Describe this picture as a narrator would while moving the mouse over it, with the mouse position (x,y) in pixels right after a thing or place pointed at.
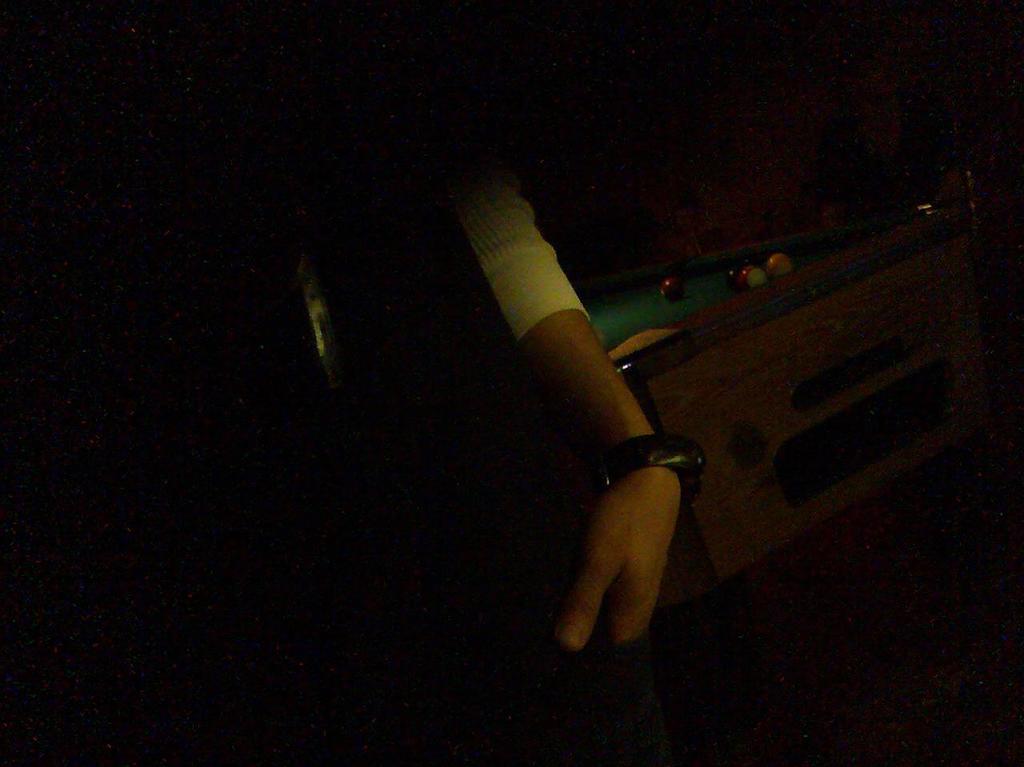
We can see a person's hand (647,504) with a watch (625,455). In the back (767,425) there is a billiard table (781,335) with balls (779,271).
